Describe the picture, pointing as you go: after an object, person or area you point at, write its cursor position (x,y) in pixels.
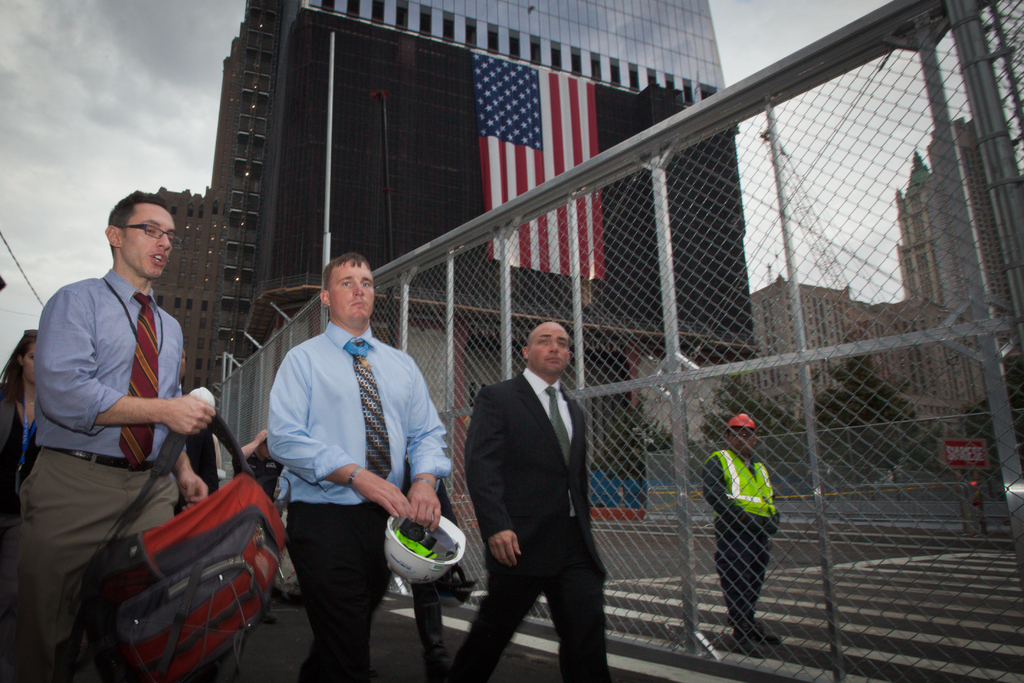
In front of the picture, we see three men (204,415) are walking on the road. The man (91,520) on the left side (156,496) is holding a bag (151,577) in his hands (181,490) and he is trying to talk something. Beside him, we see a man (278,432) is holding a white helmet (452,556). Beside them, we see the fence (774,385) and a man (736,525) in the yellow jacket (725,458) is standing. On the right side (953,445), we see a board (969,450) in red color with some text (972,458) written on it. On the left side (7,470), we see a woman (11,433) is standing. There are buildings (917,244), trees (851,417) and poles (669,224) in the background (874,397). In the left top (170,34), we see the sky (153,65).
